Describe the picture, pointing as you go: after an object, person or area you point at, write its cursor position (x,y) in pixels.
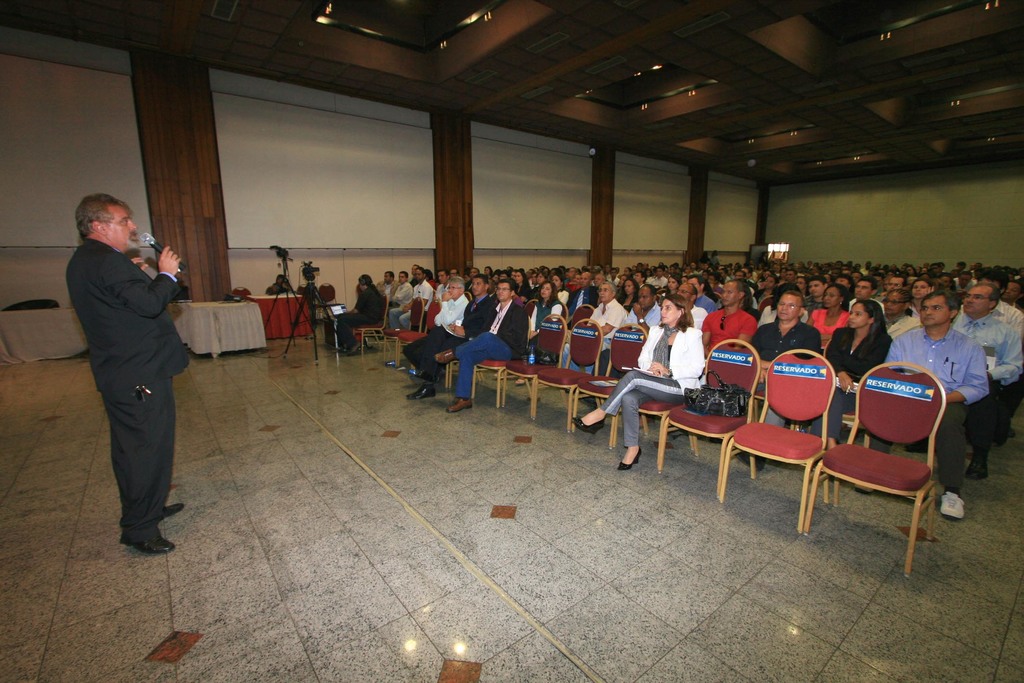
People (809,281) are sitting on the chair (797,409), person (151,357) is standing carrying mike (143,236), here there is table (234,316), white color wall (339,198).
